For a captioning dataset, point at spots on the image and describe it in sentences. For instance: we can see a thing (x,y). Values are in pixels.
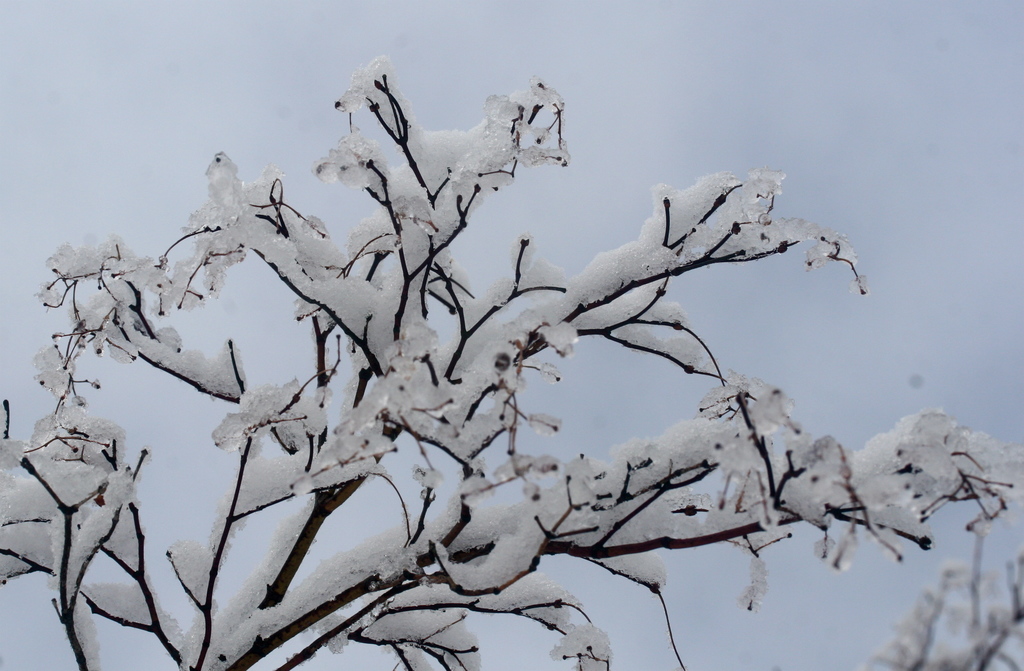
In this image, I can see a tree (477,495), which is covered with the snow (568,469). In the background (675,551), there is the sky (956,330).
